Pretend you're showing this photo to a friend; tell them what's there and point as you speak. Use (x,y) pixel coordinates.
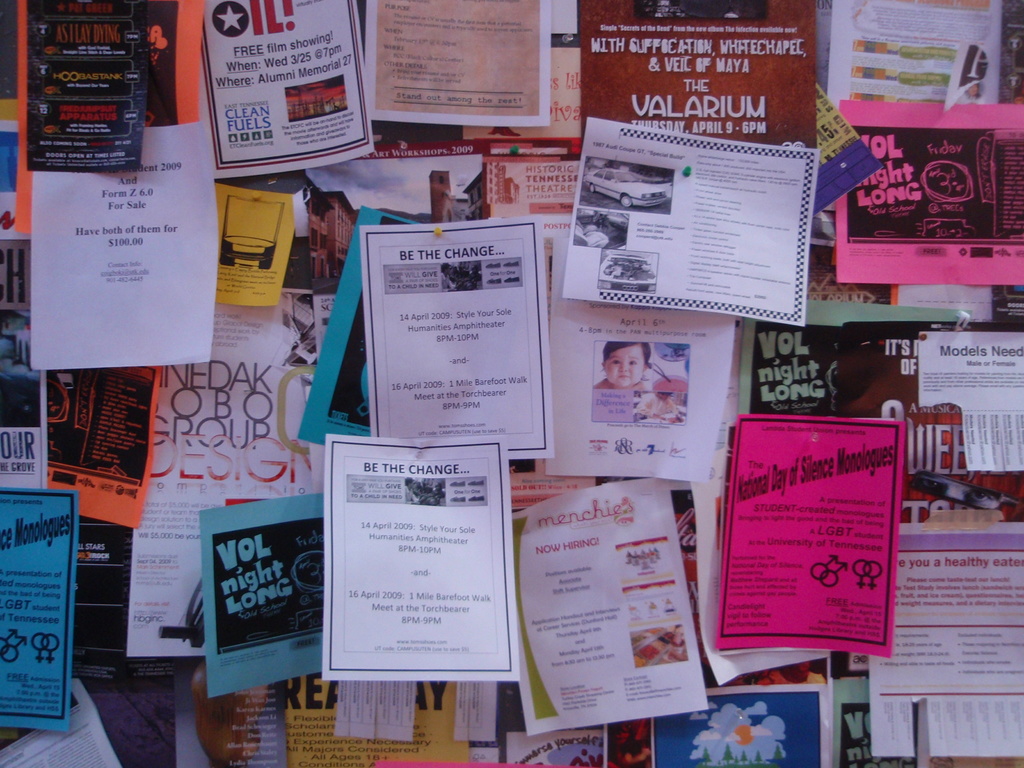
In this picture there are different types of pamphlets (250,424) in the image.
